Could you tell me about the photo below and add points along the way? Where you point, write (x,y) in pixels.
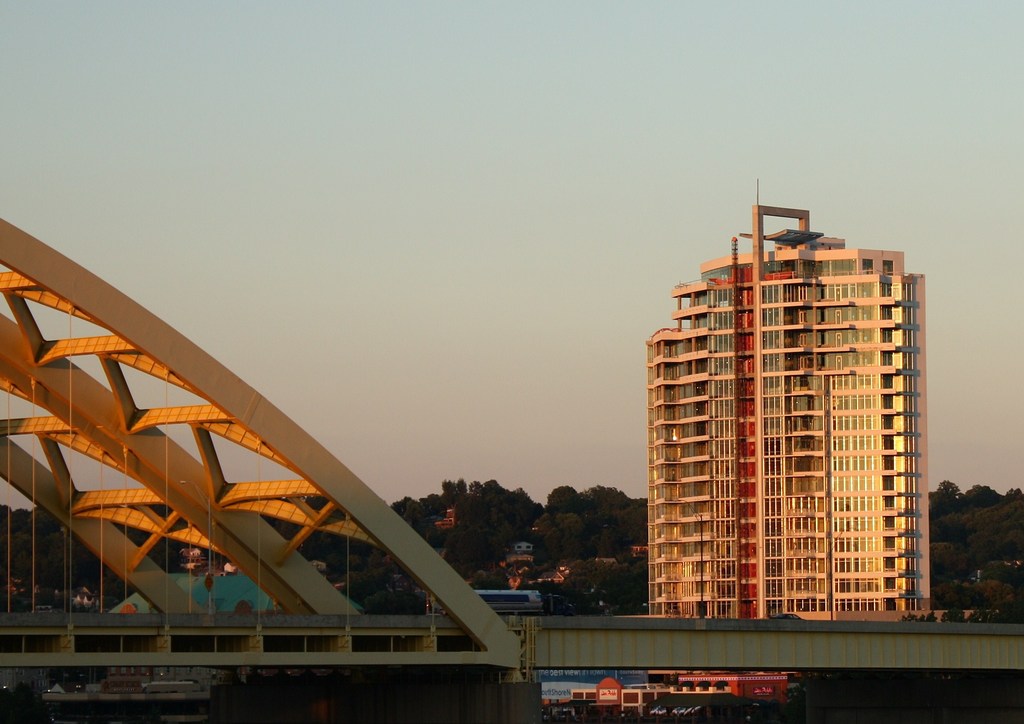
In this picture we can see bridge (662,626), buildings (683,580) and trees (11,534). In the background of the image (477,257) we can see the sky (526,252).
